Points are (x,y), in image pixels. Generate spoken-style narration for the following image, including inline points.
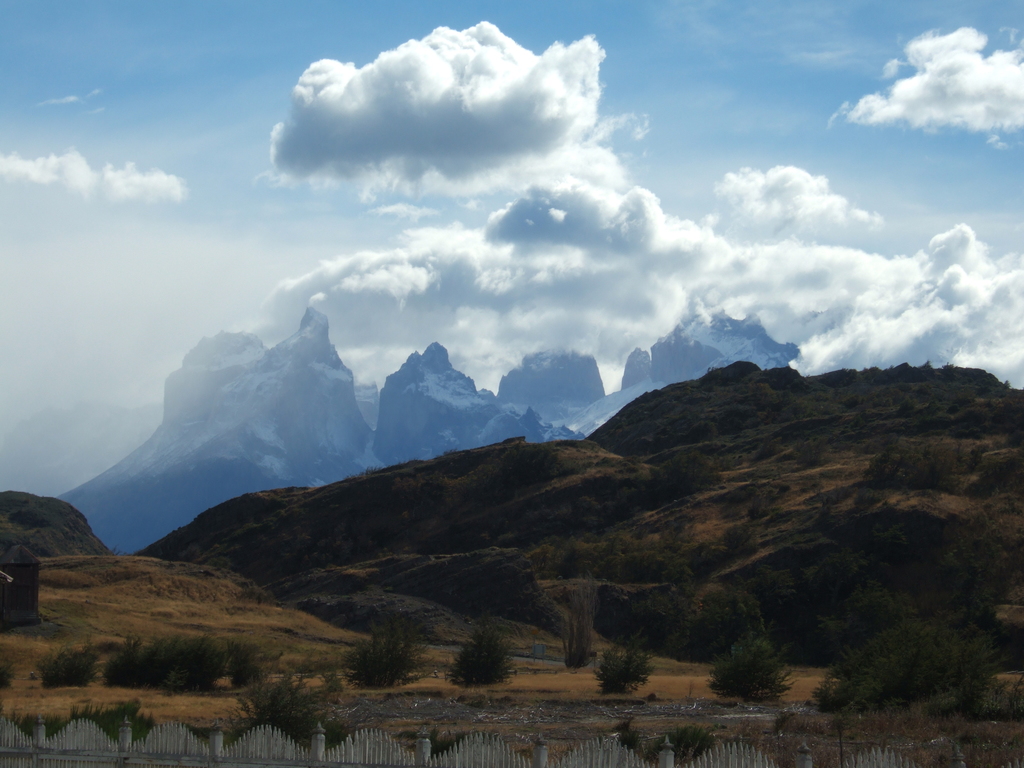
In this image, we can see hills (479,563), trees (991,589), plants (961,646). At the bottom of the image (644,760), we can see fencing (62,755). Background (45,343) there is a cloudy sky (645,234).
